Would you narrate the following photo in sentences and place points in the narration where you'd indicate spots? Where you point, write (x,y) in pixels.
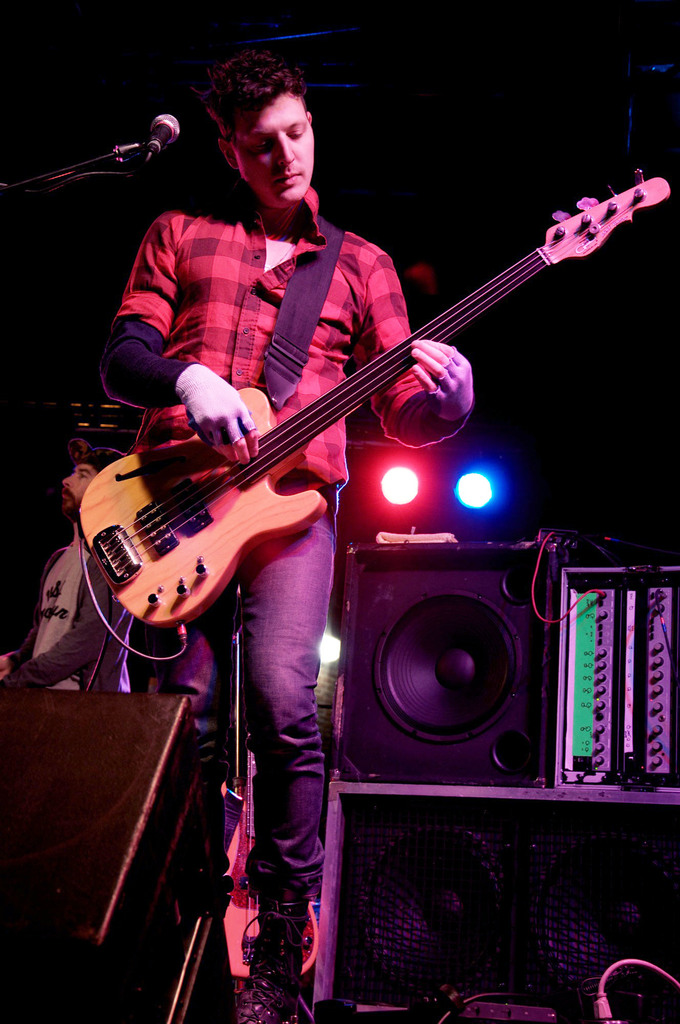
In the middle (236,383) there is a man (236,383) he is playing a guitar (343,396), he wear a red check shirt (333,374), trouser (292,643) and shoes (274,1000). In the middle (429,670) there is a speaker (533,832). To the left (62,649) there is a man (63,558). In the middle (384,499) there are two lights (465,482).
